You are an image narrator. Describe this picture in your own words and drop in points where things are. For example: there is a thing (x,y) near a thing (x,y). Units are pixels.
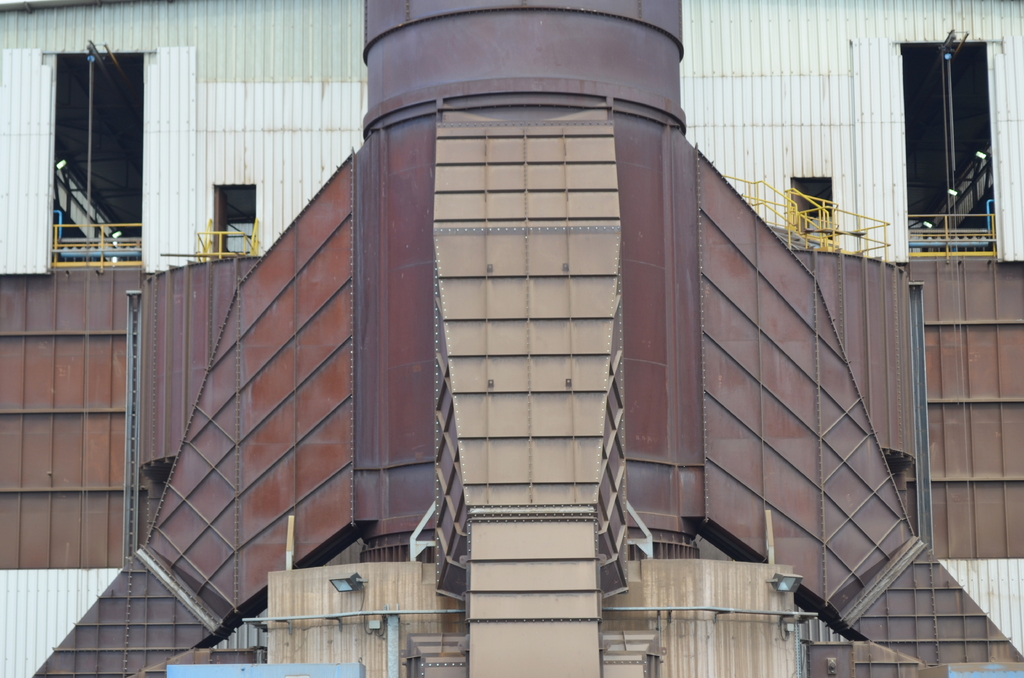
In this picture there is a commercial building (696,435) in the image.
